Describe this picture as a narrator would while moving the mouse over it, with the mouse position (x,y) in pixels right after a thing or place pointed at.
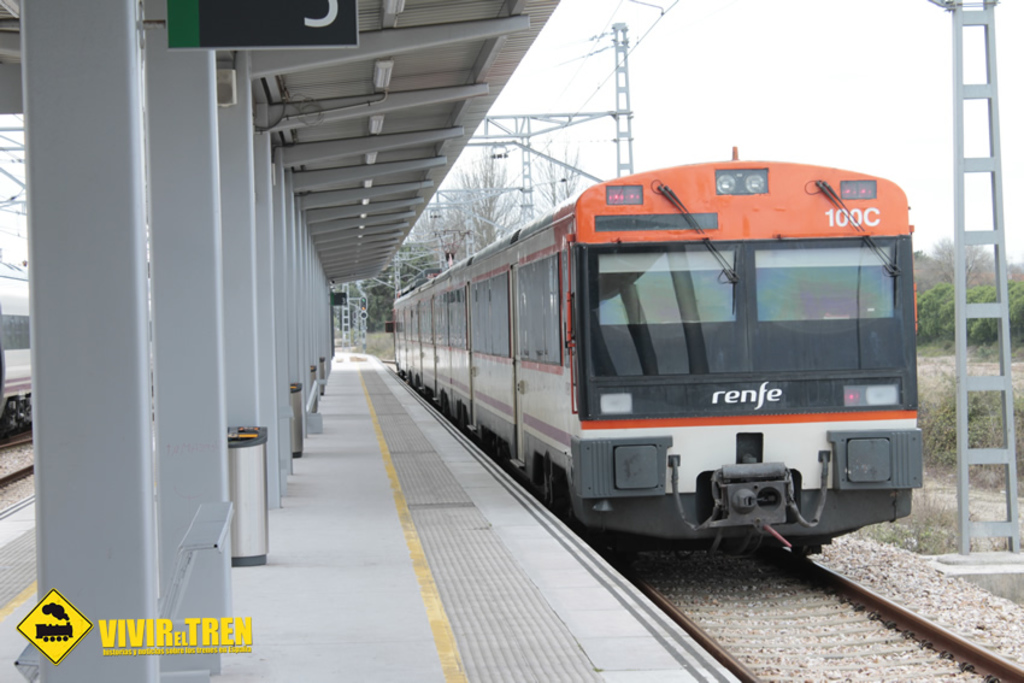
There is a train (693,340) on the track (812,587) and there are poles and wires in the right corner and there is a platform (444,446) in the left corner (320,483) which has few dustbins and poles (253,365) on it.
